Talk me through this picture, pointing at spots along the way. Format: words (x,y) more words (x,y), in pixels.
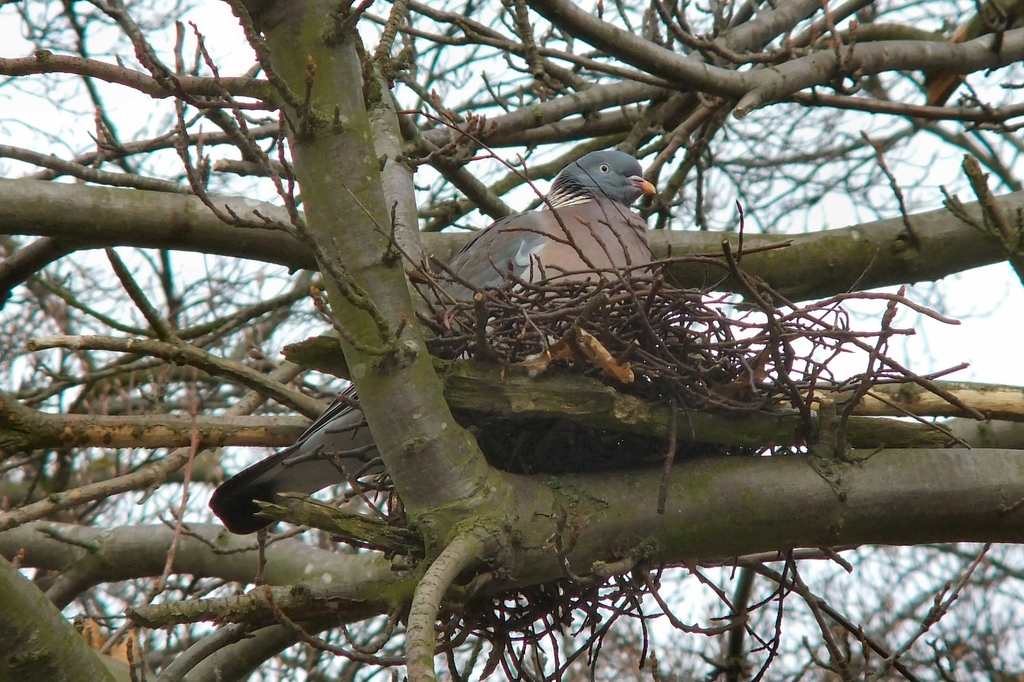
In the middle of the picture (594,278), we see the bird (528,275) and the nest (621,355). In front of the picture, we see the trees (321,395). There are trees (824,624) in the background (888,611). We see the sky (1021,292) in the background (998,270).
